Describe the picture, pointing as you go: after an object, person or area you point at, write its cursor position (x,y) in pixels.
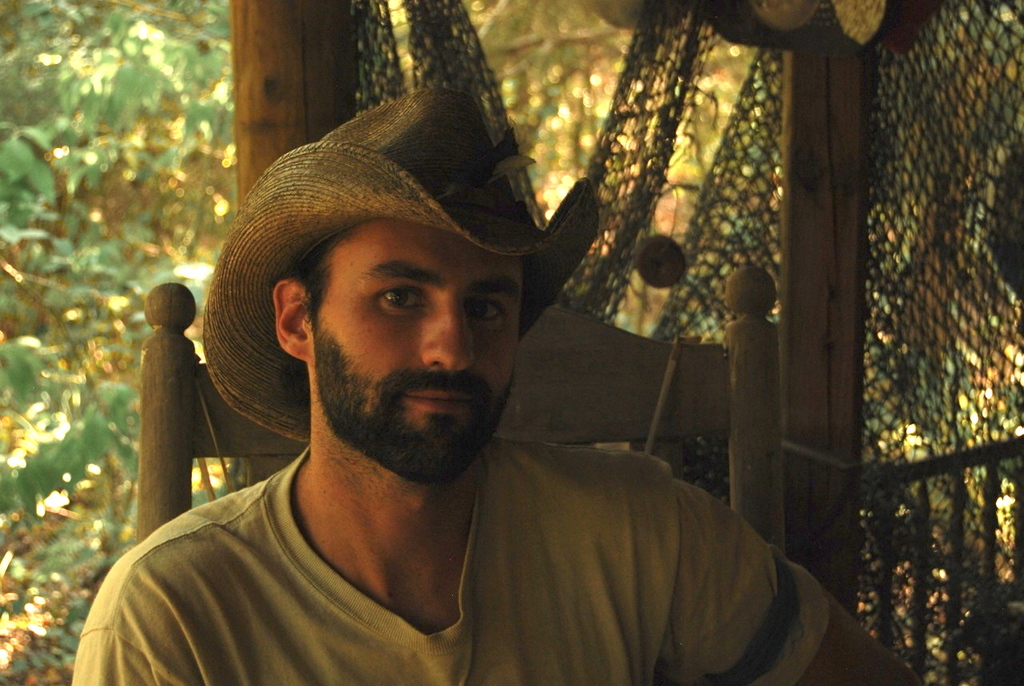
In the image a man (134,647) is sitting. Behind him there is fencing (948,268). Behind the fencing (656,2) there are some trees (122,29).
